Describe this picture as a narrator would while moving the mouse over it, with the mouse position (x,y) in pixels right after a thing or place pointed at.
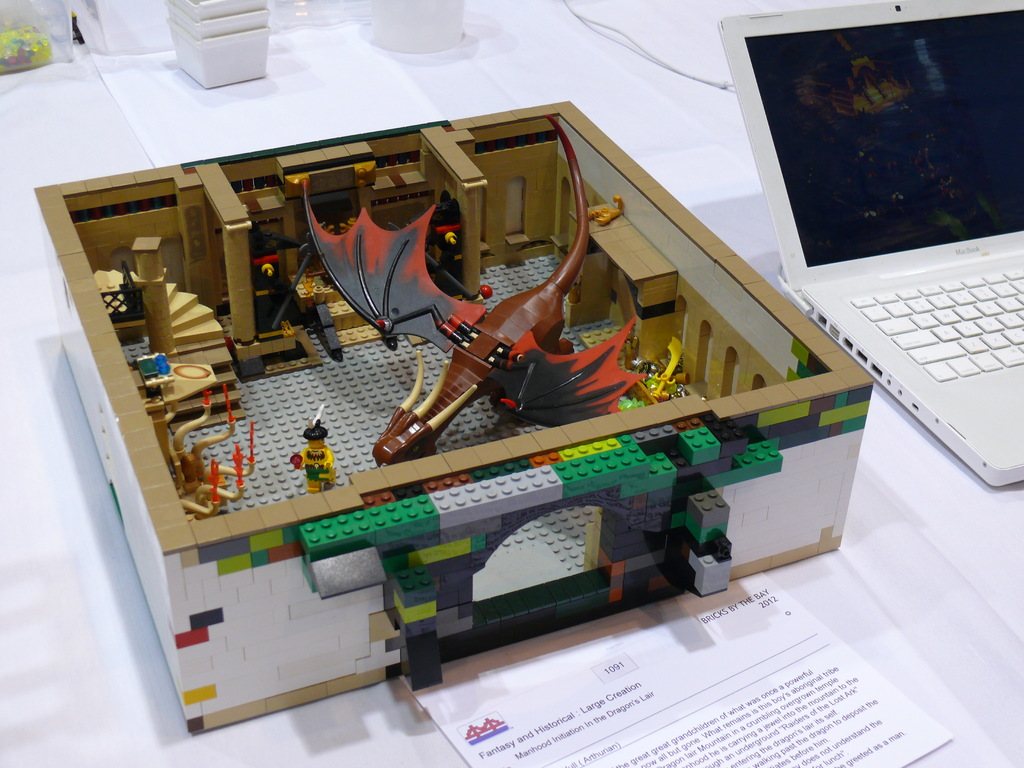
In this picture we can see laptop (890,311), box (628,446) along with paper (815,757) are placed on the table (46,106).
